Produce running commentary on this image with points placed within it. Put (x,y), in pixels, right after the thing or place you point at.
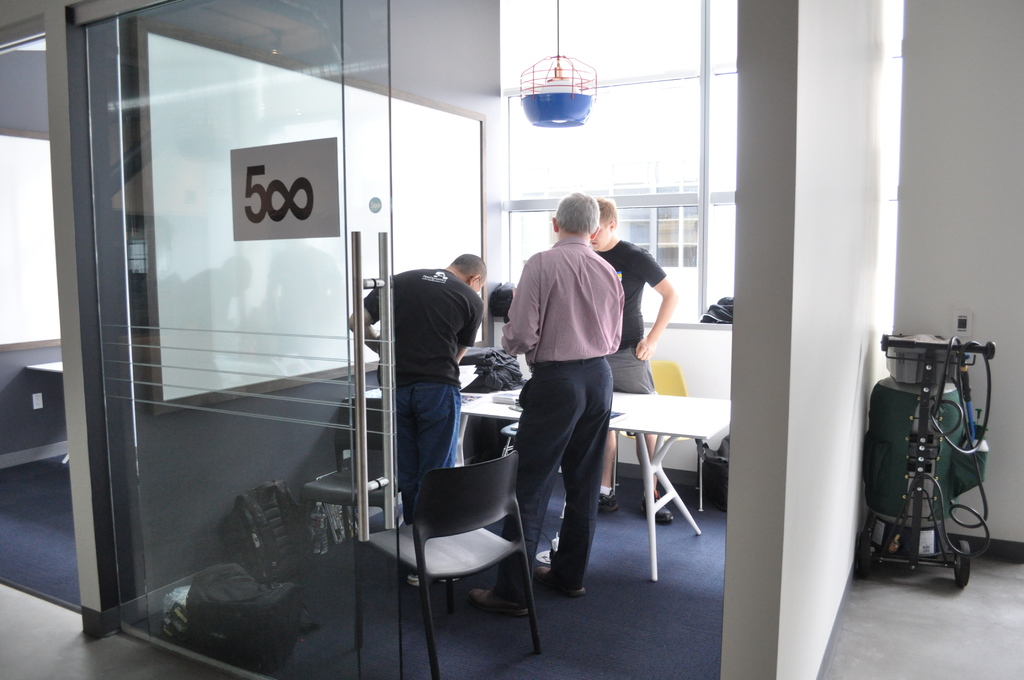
This image is taken indoors. At the bottom of the image (104,638) there is a floor (908,619). On the right side of the image (824,291) there is a wall (769,332) and there is something on the floor (913,587). In the middle of the image (601,307) three men (576,272) are standing on the floor (686,488). There is a table (478,412) with a few things (491,380) on it and there is an empty chair (431,491). In the background (25,85) there are a few walls (21,118) and a glass door (319,298).
